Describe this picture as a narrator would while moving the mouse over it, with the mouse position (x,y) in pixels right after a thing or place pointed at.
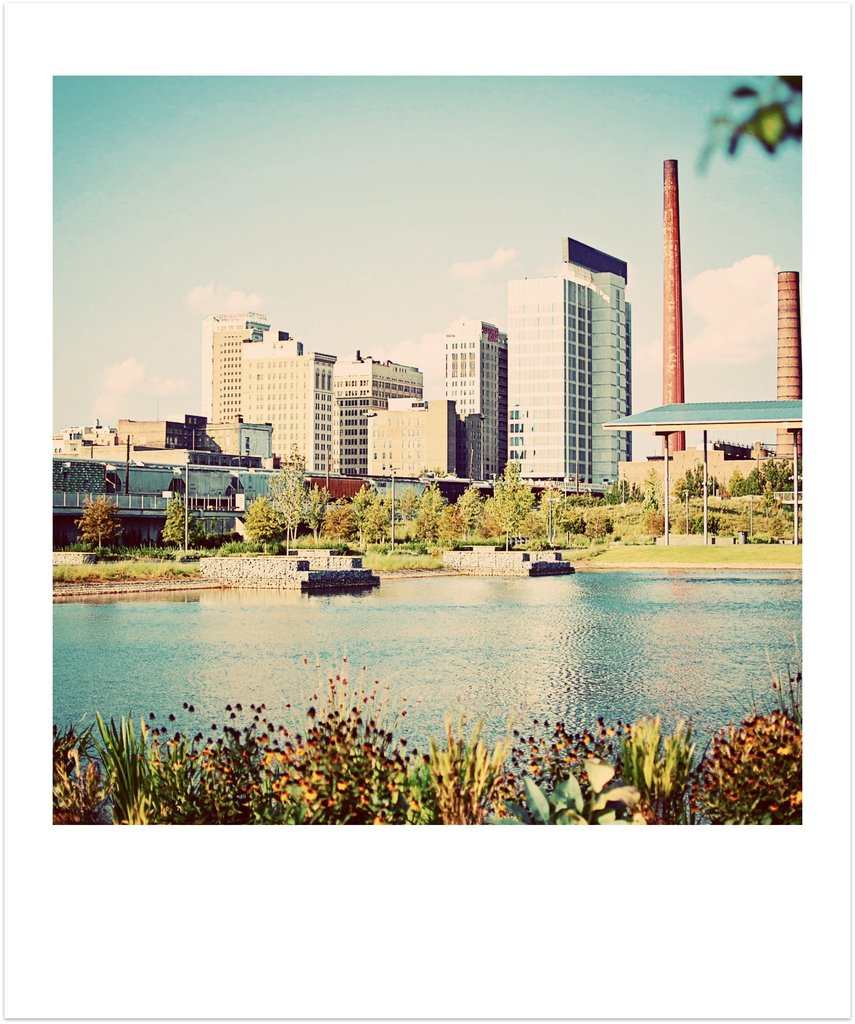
In this image I can see the water (312,636) and few plants (337,811). In the background (456,516) I can see few trees (258,531), few buildings (395,428), few towers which are red in color and the sky (517,221).
